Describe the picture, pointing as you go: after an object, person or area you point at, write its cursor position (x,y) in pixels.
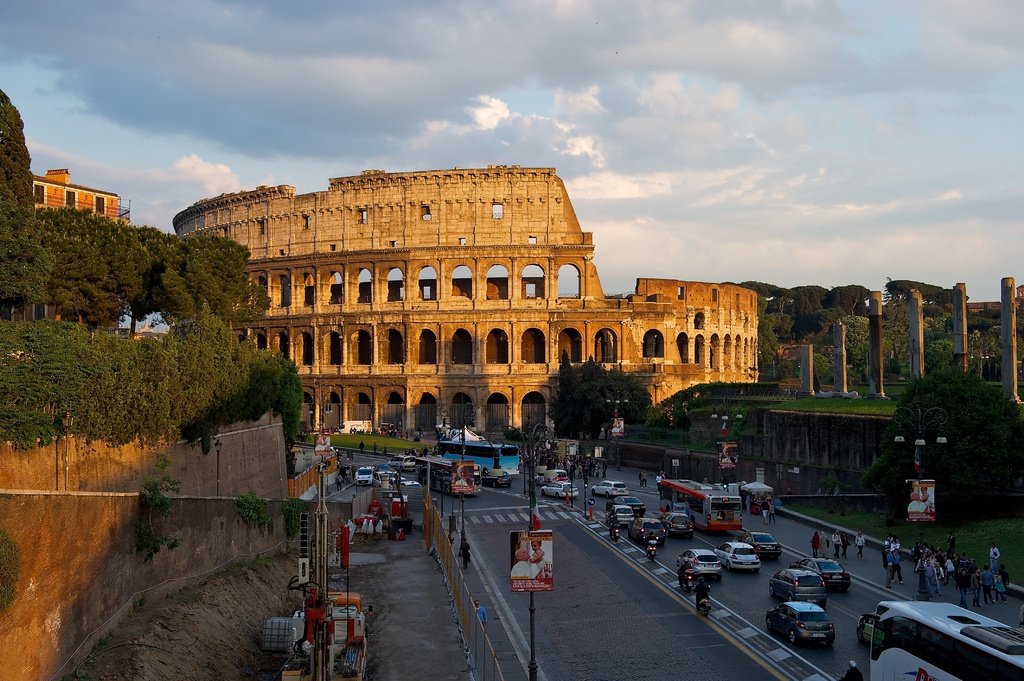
In this picture I see the road (596,522) in front (763,637) on which there are number of vehicles (485,457) and I see number of people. In the middle of this picture (491,336) I see few buildings (667,307) and I see number of trees (41,279) and I see few light poles (616,447). In the background (75,61) I see the sky (722,138) which is a bit cloudy.
